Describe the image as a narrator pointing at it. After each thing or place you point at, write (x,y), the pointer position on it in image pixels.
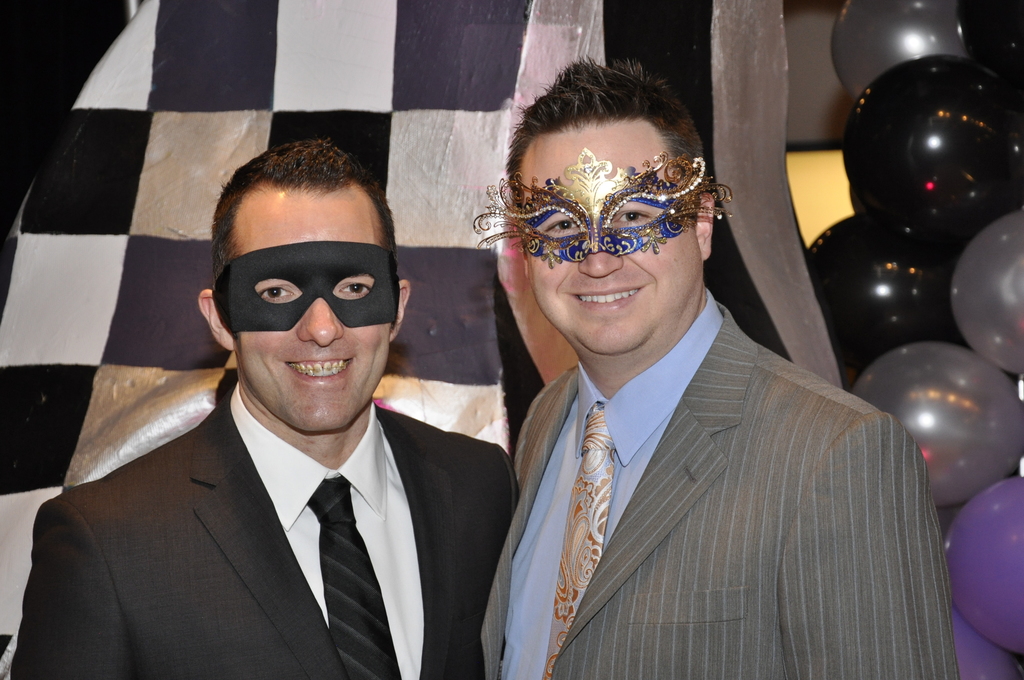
Here I can see two men (561,554) are wearing suits (761,576) and masks (566,243) to the faces (546,235), smiling and giving pose for the picture. At the back of these people (571,570) I can see a curtain (119,137). On the right side (950,377) there are some balloons (956,407).
